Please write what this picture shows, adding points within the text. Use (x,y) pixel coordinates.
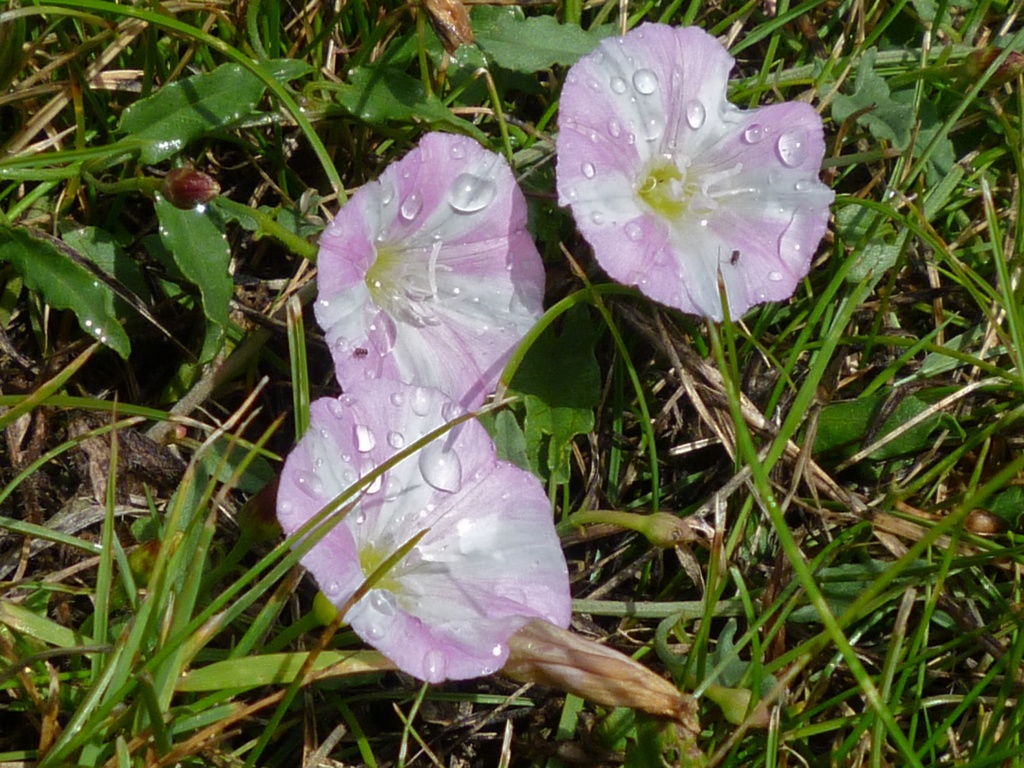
We can see flowers (363,607), bud (171,198), leaves (151,161) and grass (196,562) and we can see water bubbles (432,447) on these flowers (533,275).
